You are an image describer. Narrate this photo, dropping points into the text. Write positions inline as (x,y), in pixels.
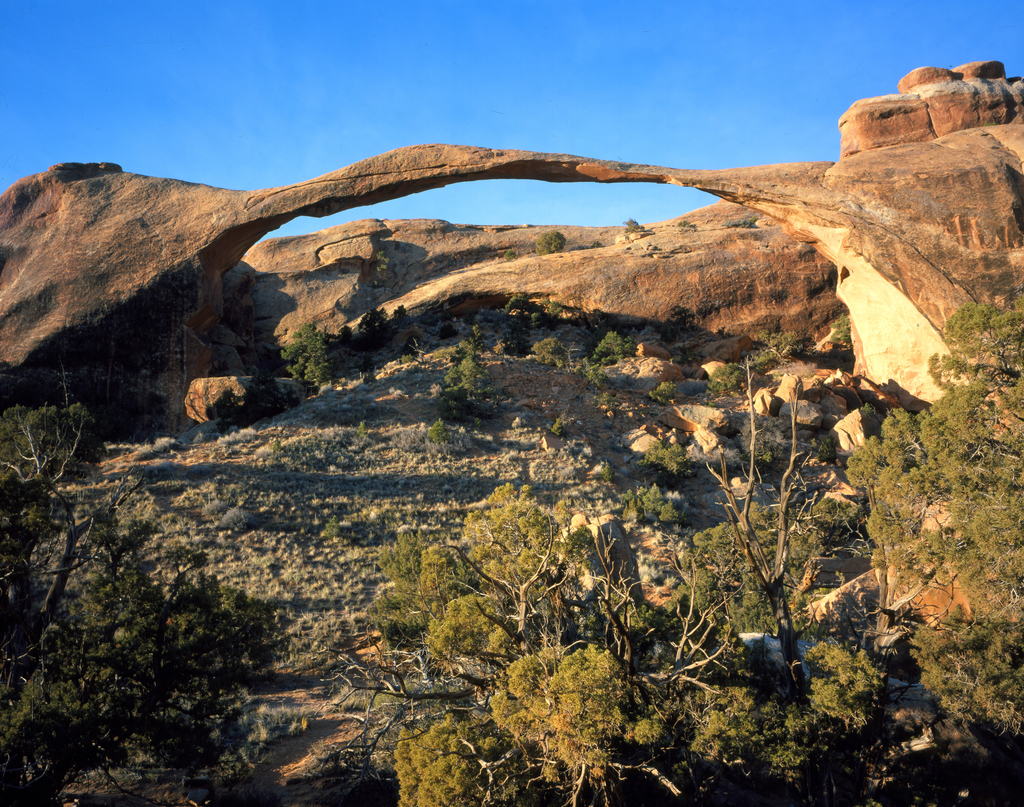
In this picture we can see few trees (735,505) and a arch (402,152).
